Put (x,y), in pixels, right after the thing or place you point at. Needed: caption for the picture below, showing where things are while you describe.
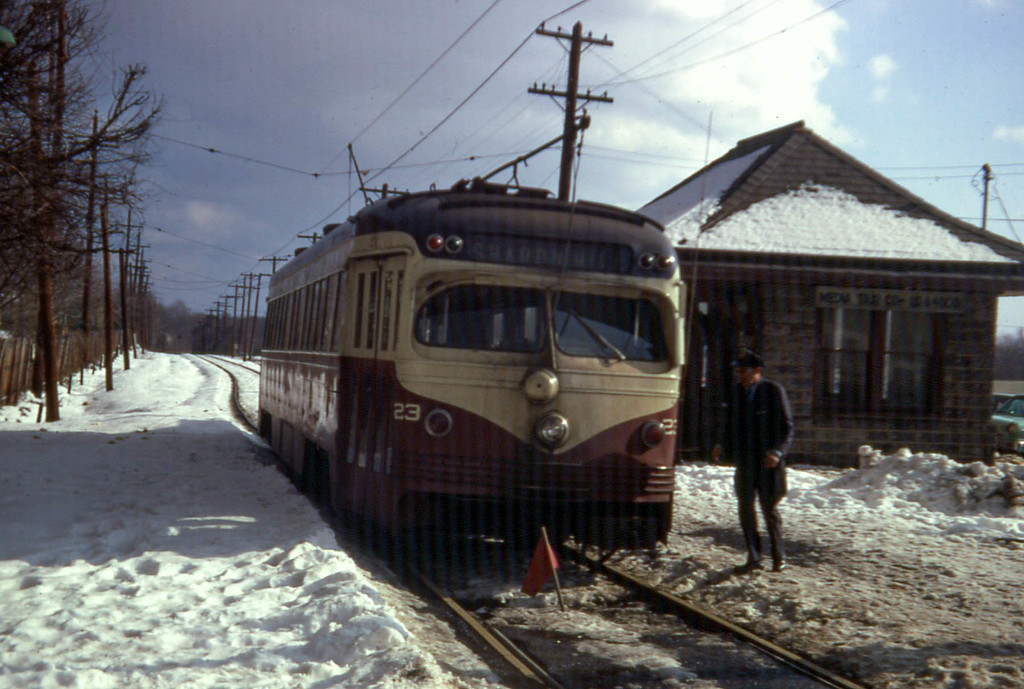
In this picture, we can see train (520,462), rail track (544,680), flag (557,564) with pole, ground (584,592) with snow (495,592), the house (684,378), poles (571,88), wires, trees (58,226), and the sky (975,122) with clouds (499,127).
